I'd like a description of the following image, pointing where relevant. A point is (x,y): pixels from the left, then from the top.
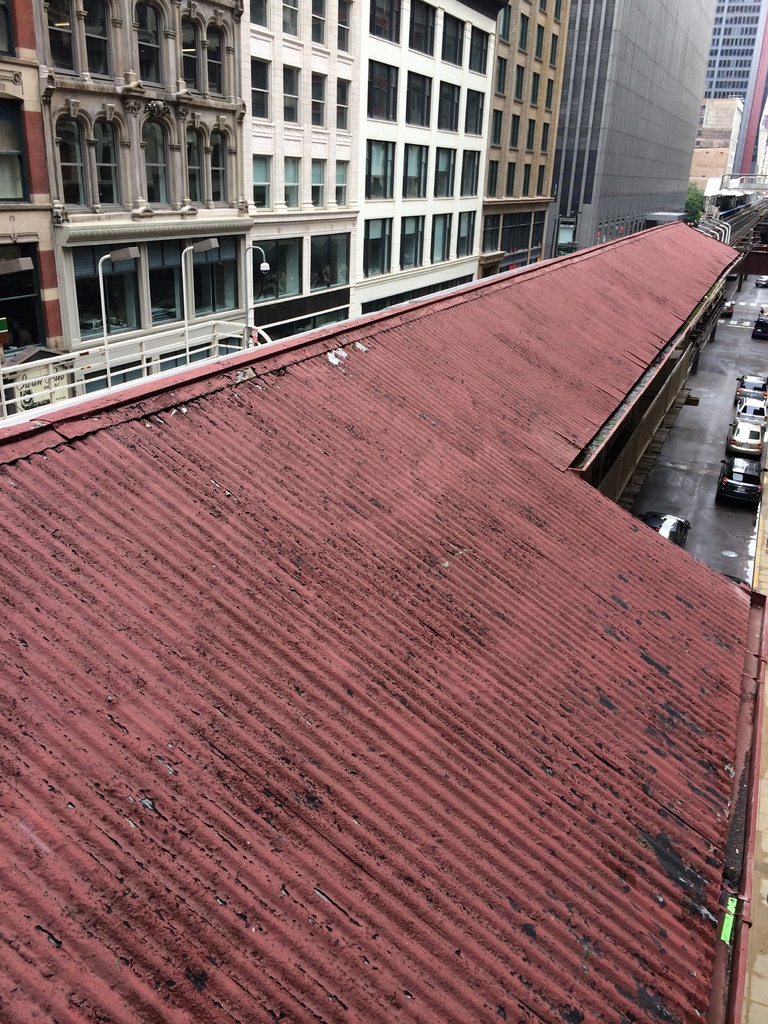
In this image in front (158,1017) we can see roof tiles (484,423). In front of that, there are cars (723,463) parked on the road (741,314). On the backside (388,87) there are buildings (355,150) and lights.
